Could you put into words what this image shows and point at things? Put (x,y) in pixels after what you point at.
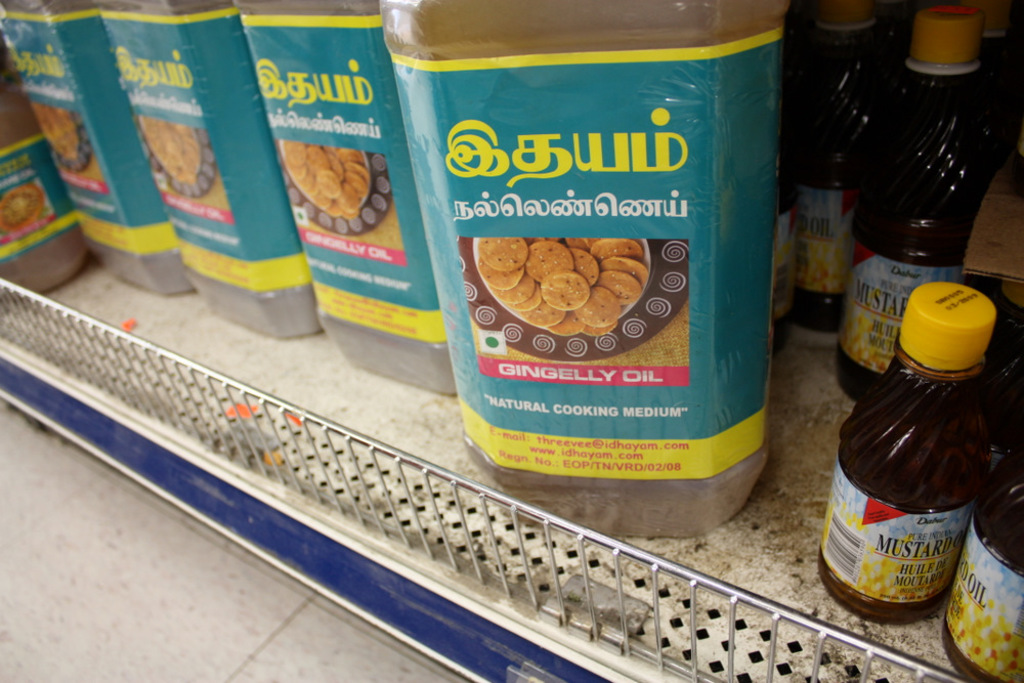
In this image we can see bottles (587,231) placed on the surface (257,382).
